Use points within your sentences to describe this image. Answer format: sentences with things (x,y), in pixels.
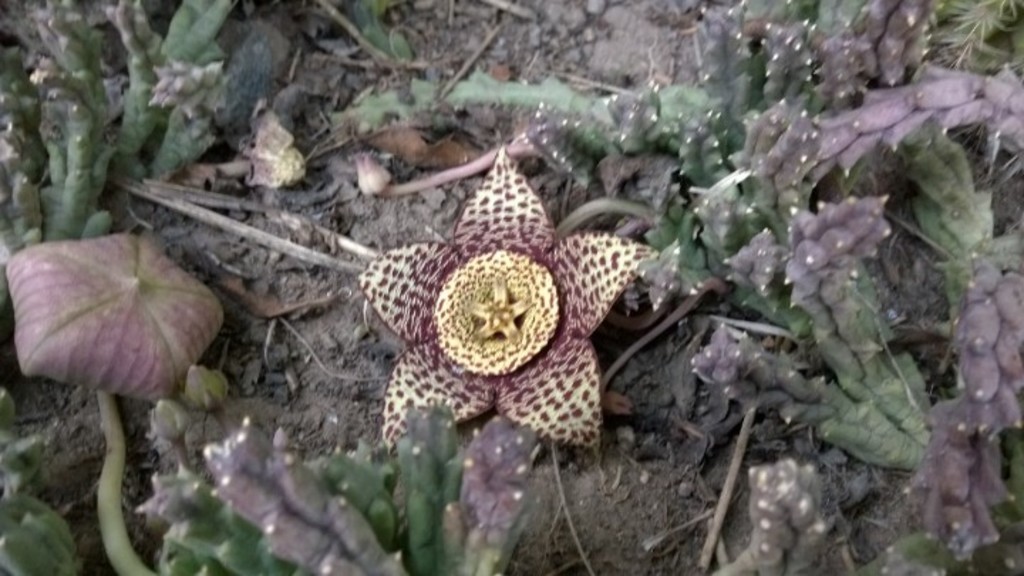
In the center of this picture (455,290) we can see a flower (511,271) and we can see some other objects (846,343) seems to be the leaves (875,371) and the stems (72,116) of the plants (852,396) and we can see some other objects (375,192).
